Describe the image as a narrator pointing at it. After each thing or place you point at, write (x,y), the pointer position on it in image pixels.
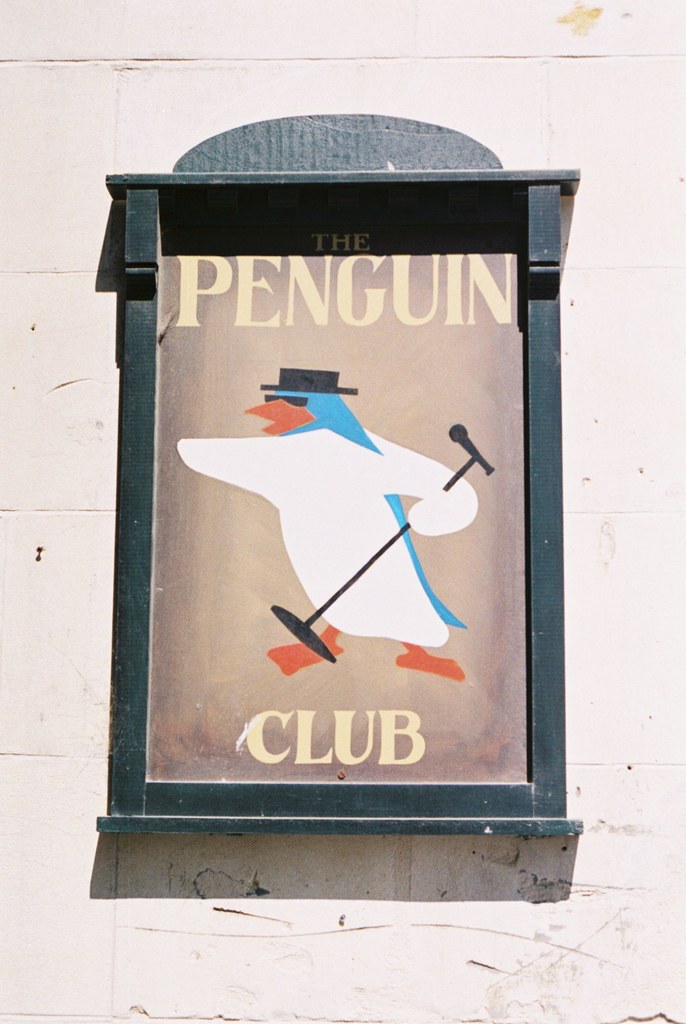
In this image we can see a frame (278,331) attached to a wall (114,200). In the frame (322,426) we can see an image (365,495) and some text (389,731).
